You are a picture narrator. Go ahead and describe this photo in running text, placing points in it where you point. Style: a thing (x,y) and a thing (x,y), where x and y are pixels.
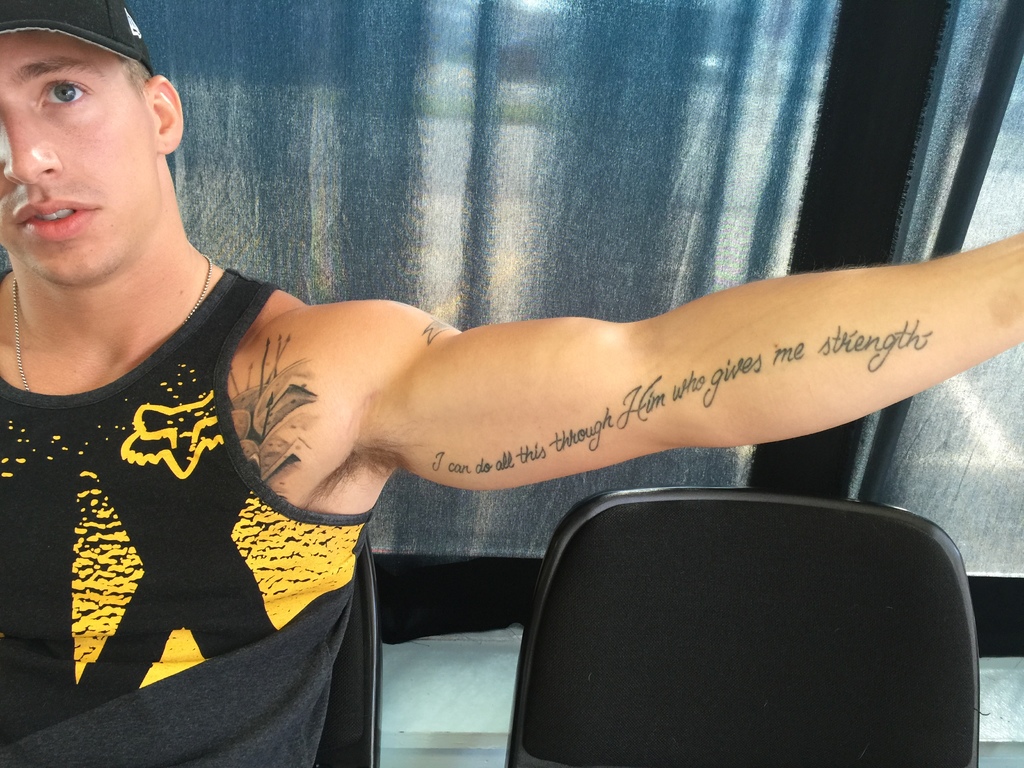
In this image we can see this person (136,613) wearing black T-shirt (102,616), cap (27,25) and chain (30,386) is sitting on the chair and is having the tattoo (274,452) on his chest (263,402) and on his hand (469,430). Here we can see the chair (803,713) and in the background (423,607), we can see the curtains (798,114).
